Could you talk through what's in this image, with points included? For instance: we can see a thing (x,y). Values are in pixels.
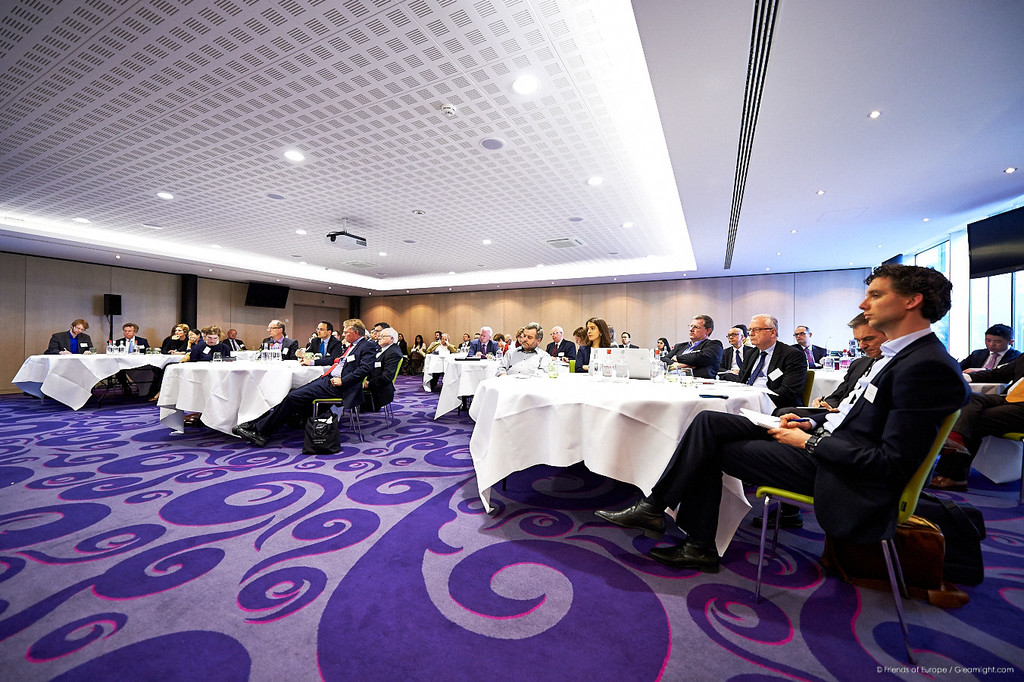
People (976,437) are sitting on chairs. In-front of them there are tables (265,372). On these tables (486,370) there are things (692,378). Beside this man (837,487) there are bags (924,547). In this room (516,207) we can see televisions (276,296) and speaker (104,308). Lights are attached to the ceiling (780,112).
